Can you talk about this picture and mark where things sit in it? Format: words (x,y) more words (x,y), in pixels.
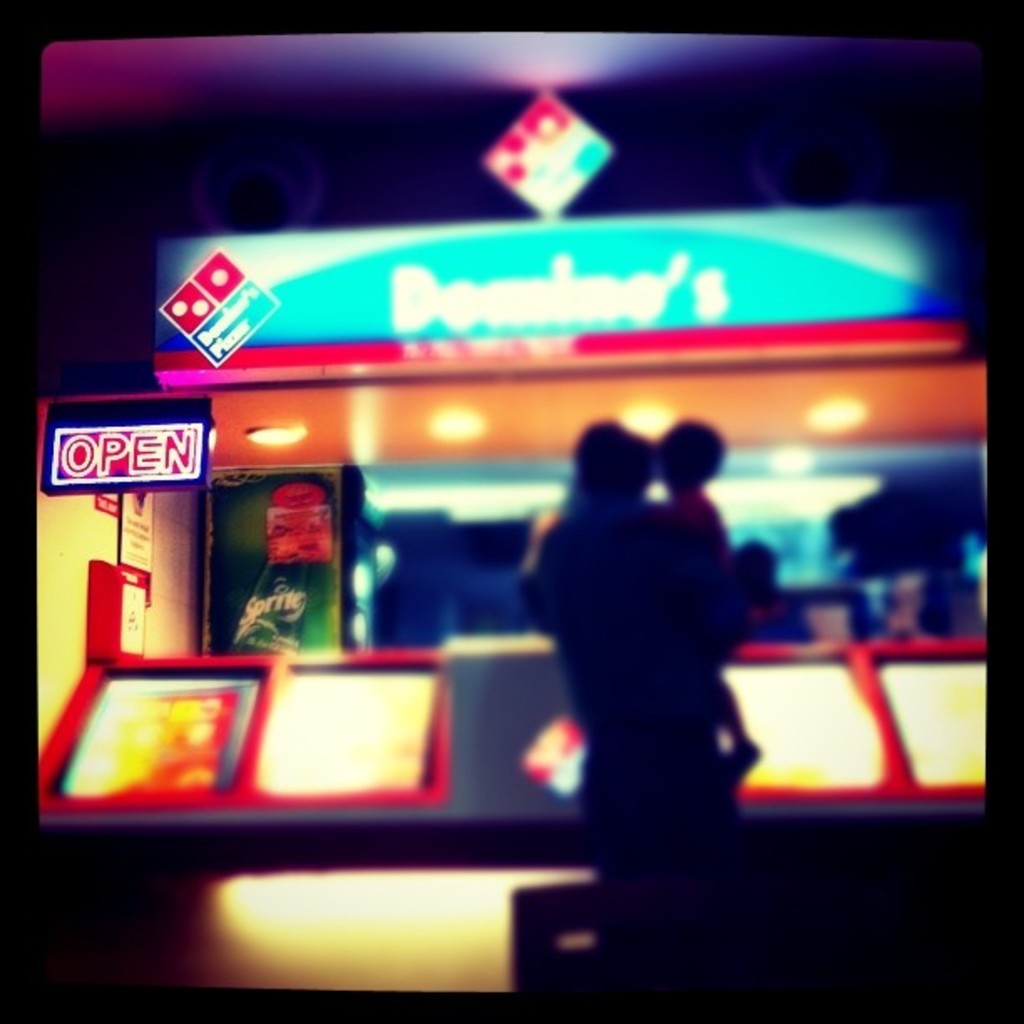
In the middle of this image (678,545), there is a person (654,523), holding a baby (718,599) and standing. In the background (260,466), there is a shop (963,346) having a hoarding (807,275) and lights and there are other objects (255,560).
